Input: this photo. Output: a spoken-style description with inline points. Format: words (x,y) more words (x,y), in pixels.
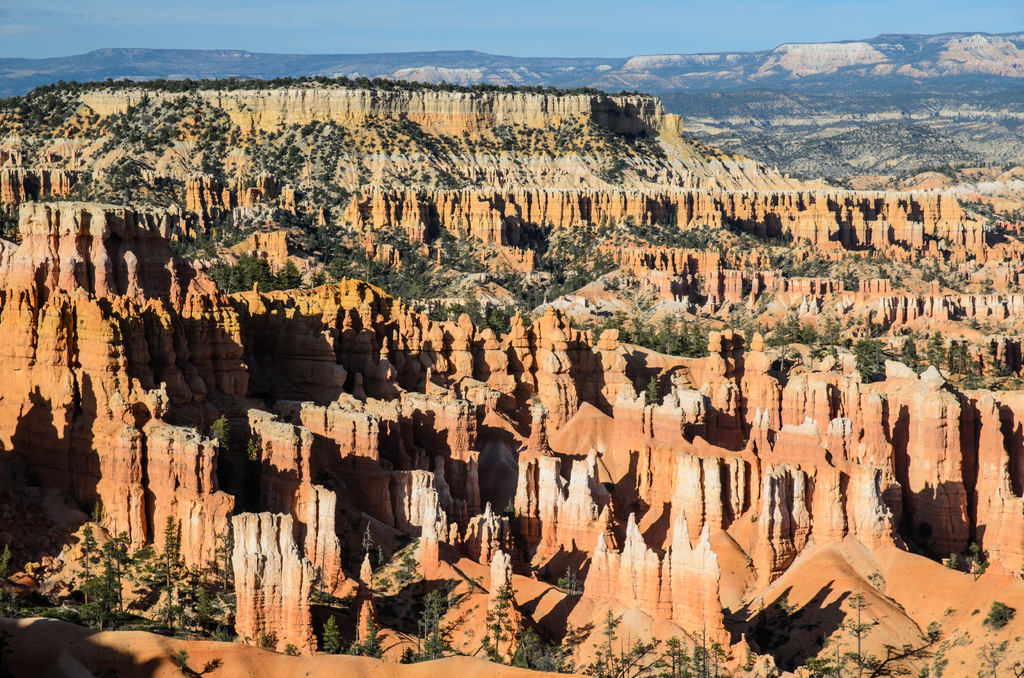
Here in this picture we can see Bryce Canyon National Park (828,352), in which we can see trees (105,606) and plants (373,266) present all over there.
